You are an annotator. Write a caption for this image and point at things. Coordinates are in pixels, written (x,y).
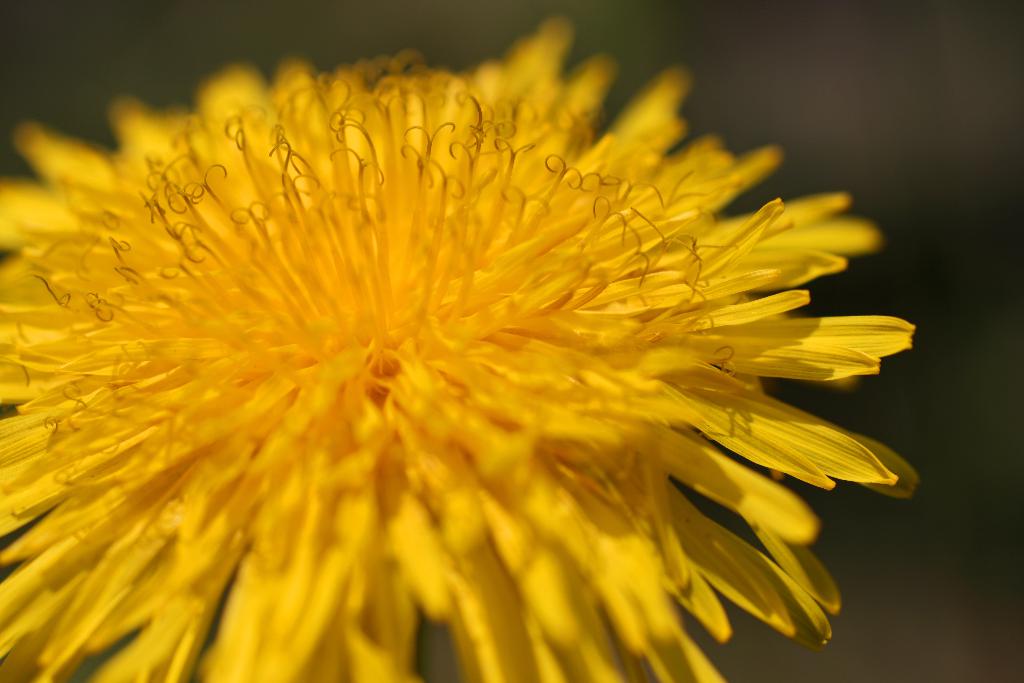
In this picture we can see yellow color flower (305,328). On the top right (879,91) we can see darkness (994,171).
